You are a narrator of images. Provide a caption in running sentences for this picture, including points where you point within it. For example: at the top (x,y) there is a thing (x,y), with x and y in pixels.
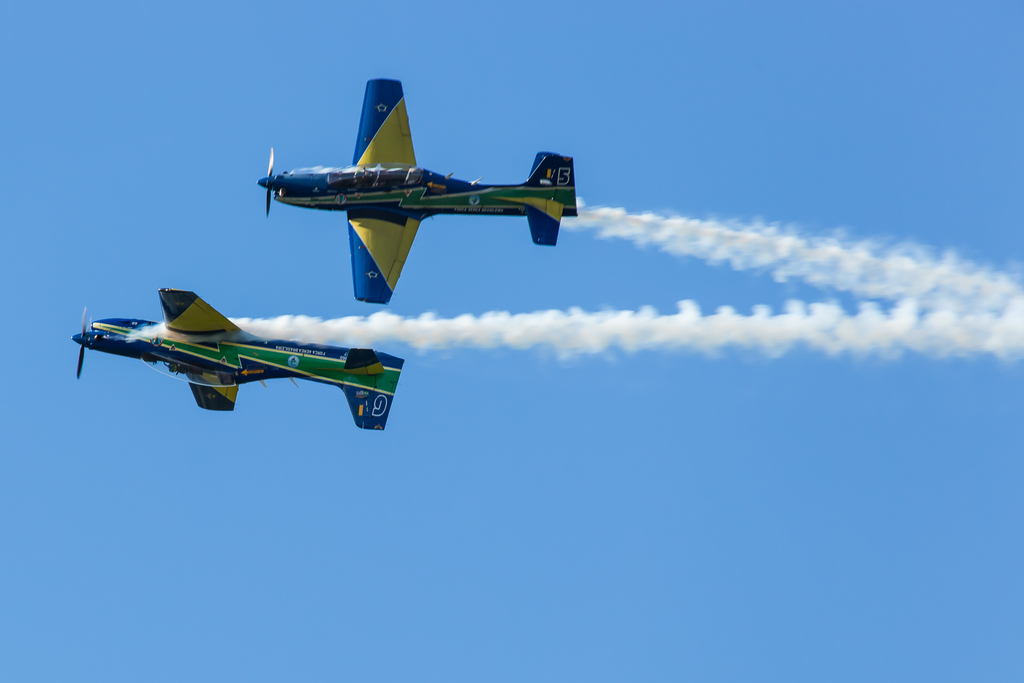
In the middle of the image (357,389) there are two planes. Behind the planes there is sky (981,127).
